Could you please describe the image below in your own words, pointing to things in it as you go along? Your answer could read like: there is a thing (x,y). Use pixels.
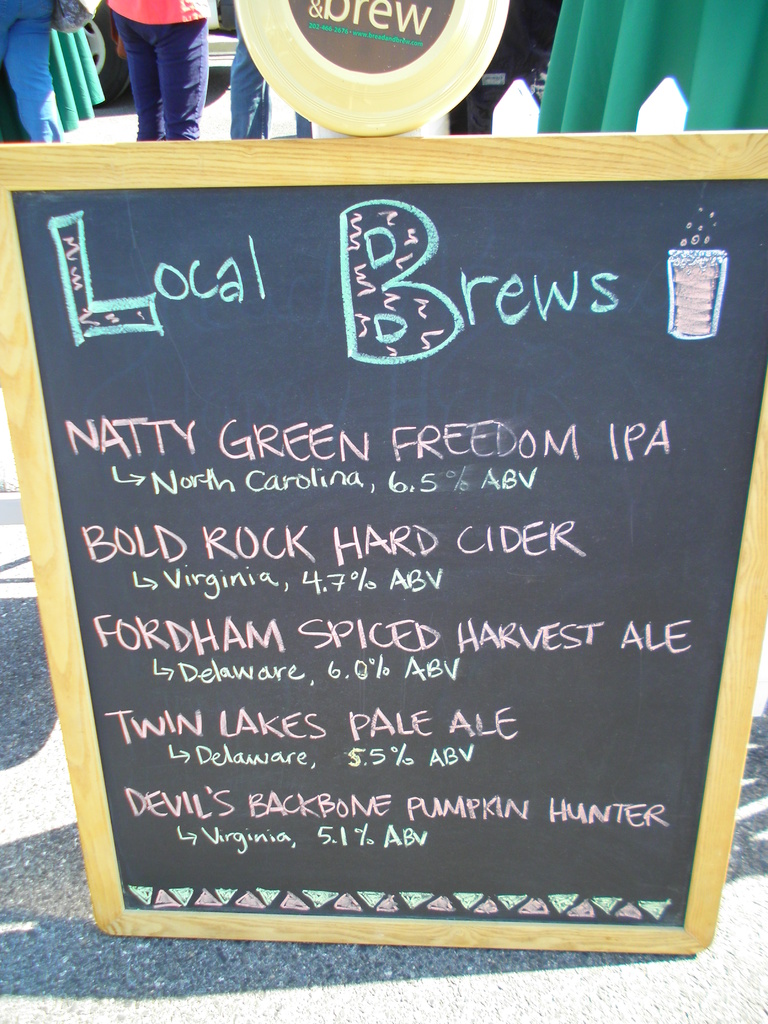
In this image I can see the board (296,635) and something is written on it. In the background (177,131) I can see the group of people (180,101) with different color dresses (169,94) and I can see the vehicle (117,72).
